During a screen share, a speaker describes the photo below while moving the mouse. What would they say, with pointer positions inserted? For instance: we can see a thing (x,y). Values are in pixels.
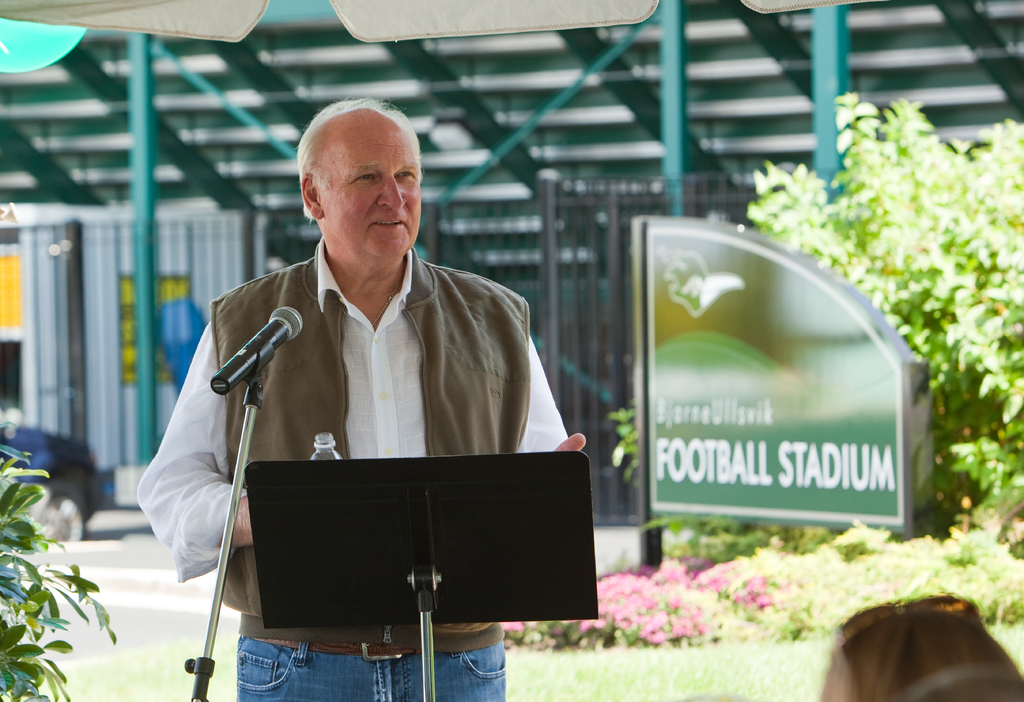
This picture shows stadium (742,197) and we see a name board (730,328) and trees (927,258) and plants (733,578) with flowers (681,612) and we see a man (391,148) standing and speaking with the help of a microphone (281,313) and we see a book stand (319,473) and we see man (293,456) holding a water bottle (323,438) in his hand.
